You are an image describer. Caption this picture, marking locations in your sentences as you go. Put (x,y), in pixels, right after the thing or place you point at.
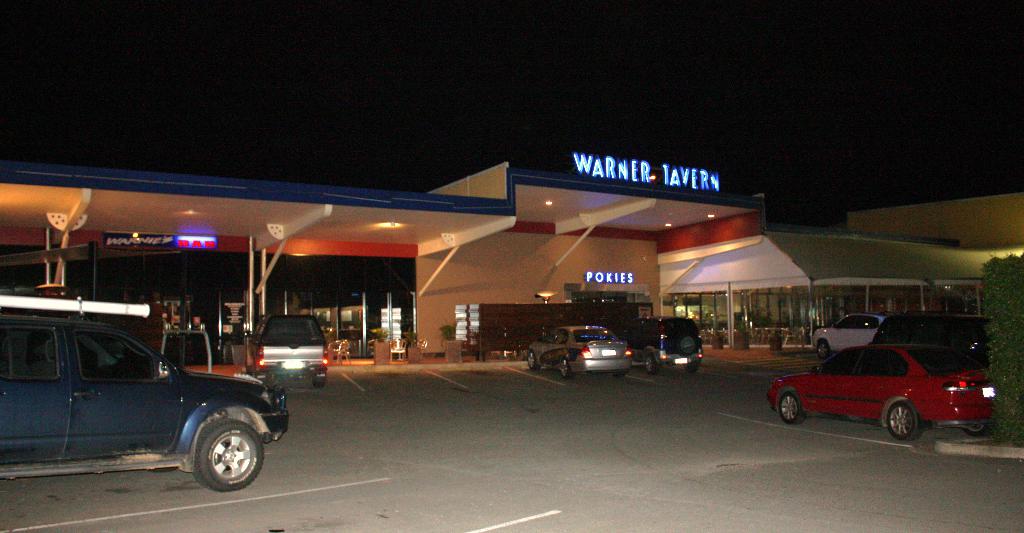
In the image we can see there are many vehicles (157,425) of different colors. Here we can see the building (680,273) and LED text (646,170). We can even see the plants (994,290), road (549,458) and the dark sky (336,112).
